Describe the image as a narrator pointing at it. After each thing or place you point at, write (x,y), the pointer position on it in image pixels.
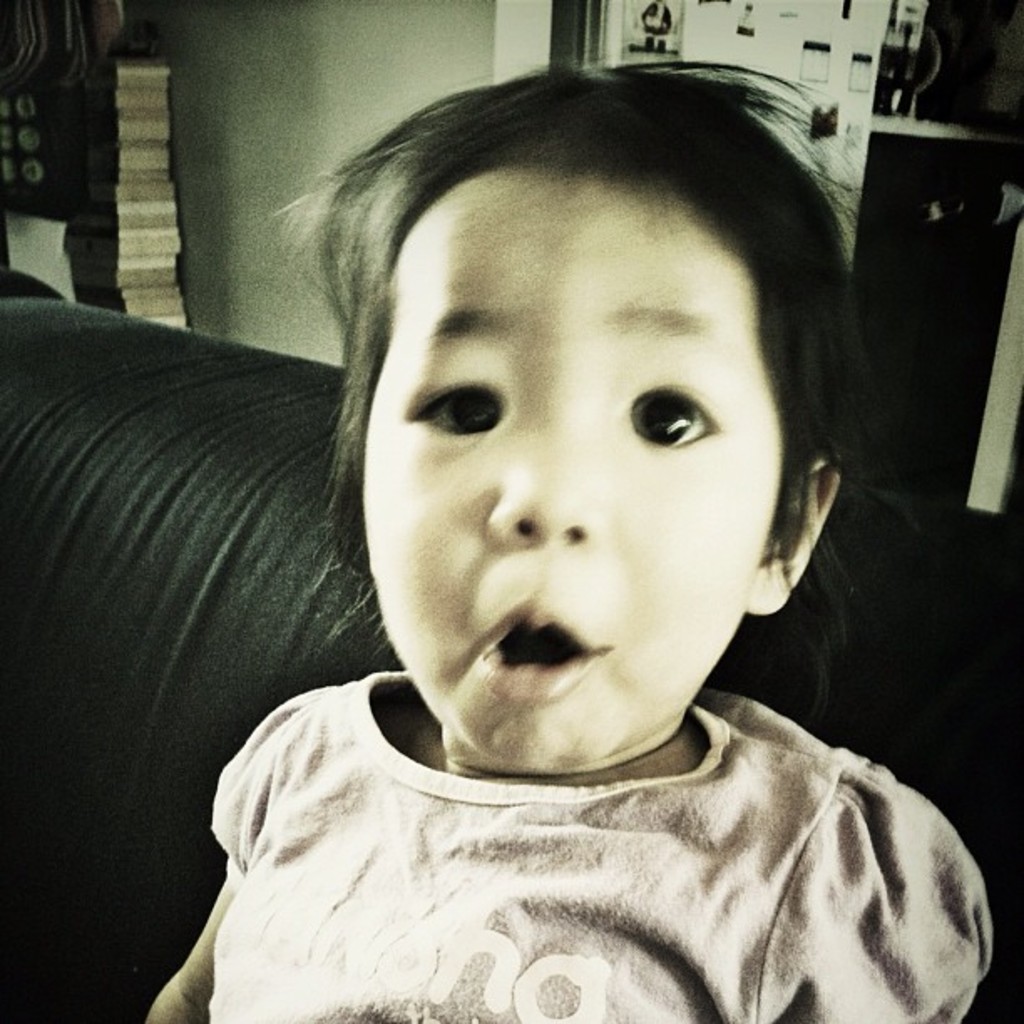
In this image I can see a child (573,767). In the background (305,103) I can see a wall (307,118) and some other objects (156,343).
